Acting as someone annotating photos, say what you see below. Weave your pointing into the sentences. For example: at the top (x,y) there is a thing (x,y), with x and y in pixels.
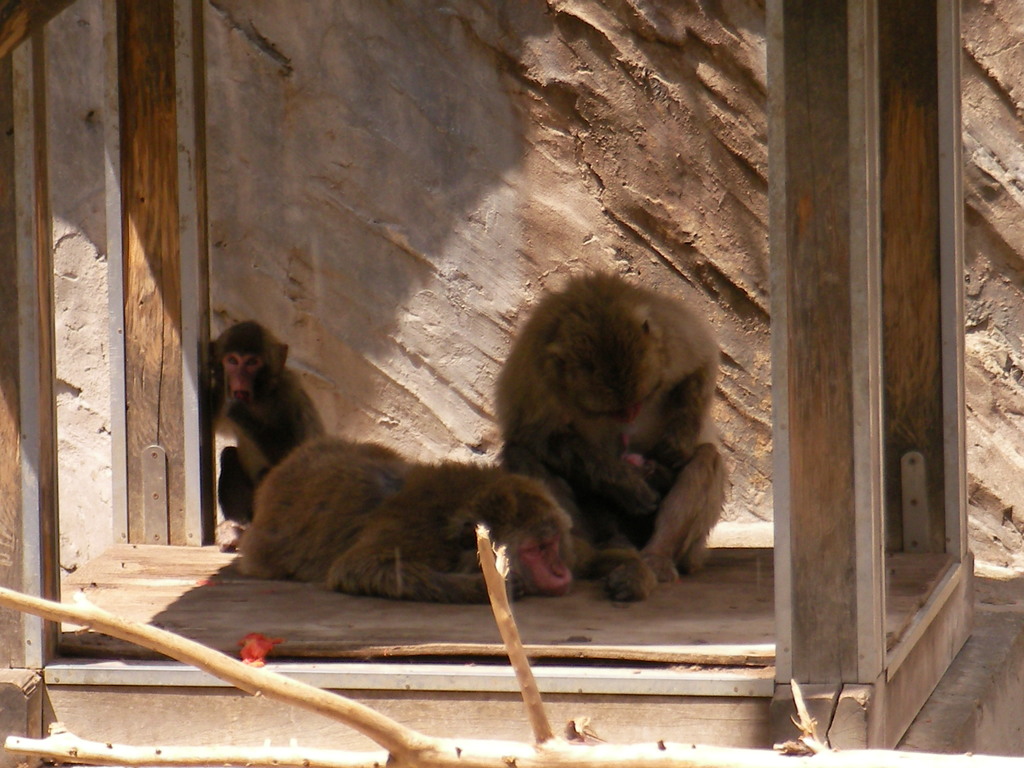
In this image we can see monkeys (507,429) sitting in the cage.
